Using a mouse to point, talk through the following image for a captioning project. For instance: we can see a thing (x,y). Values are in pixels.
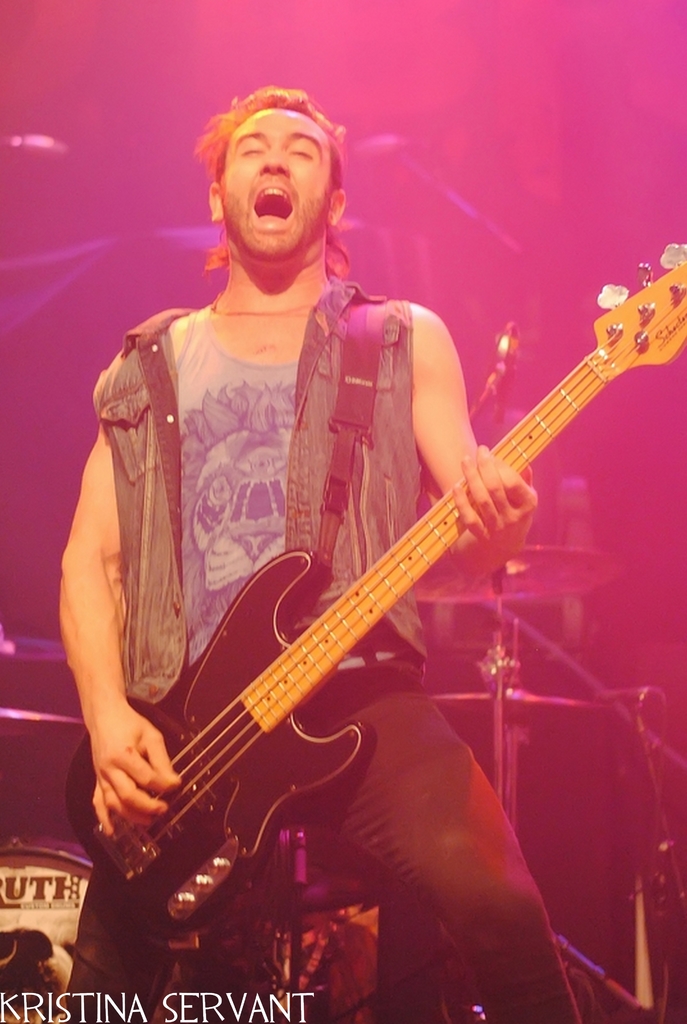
In the foreground of this image (295,764), there is a man (308,546) standing and playing a guitar (351,619). In the background (492,652), in the pink light (544,676), it seems like drums (501,665) and few mic stands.
